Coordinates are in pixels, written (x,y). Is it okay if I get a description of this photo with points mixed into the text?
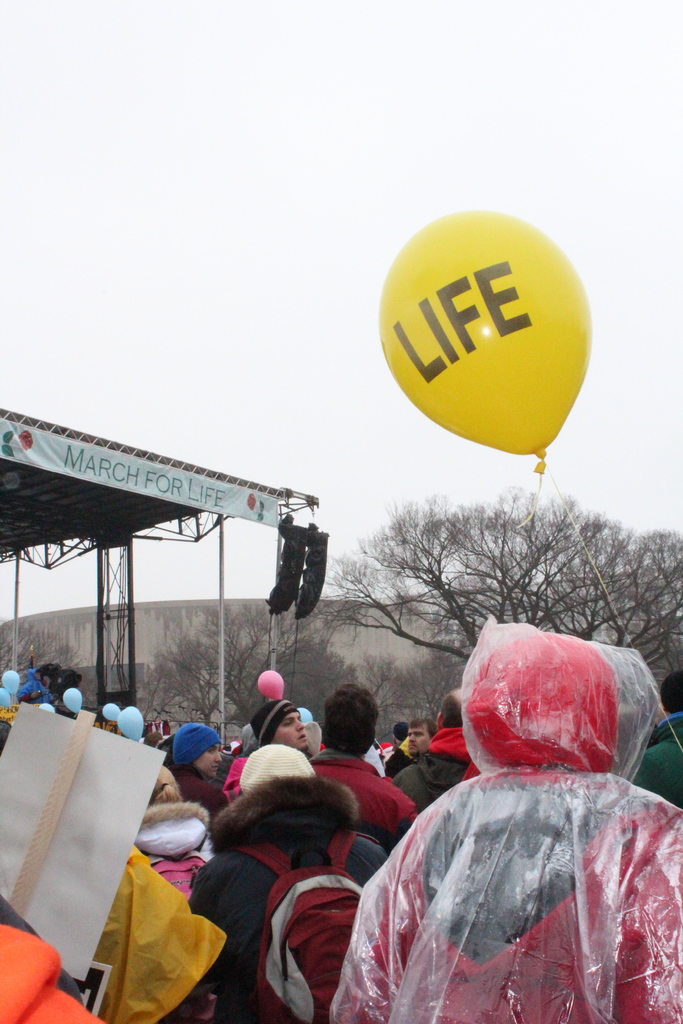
In this picture I can see there are few people (401,827) standing and they are wearing coats (466,857) and hoodies (407,843) and there is a banner (15,457) on to left (102,450) and there are trees (545,549) in the backdrop (540,560). There is a yellow balloon (562,325) here and there is something written on it and the sky (549,39) is cloudy.
